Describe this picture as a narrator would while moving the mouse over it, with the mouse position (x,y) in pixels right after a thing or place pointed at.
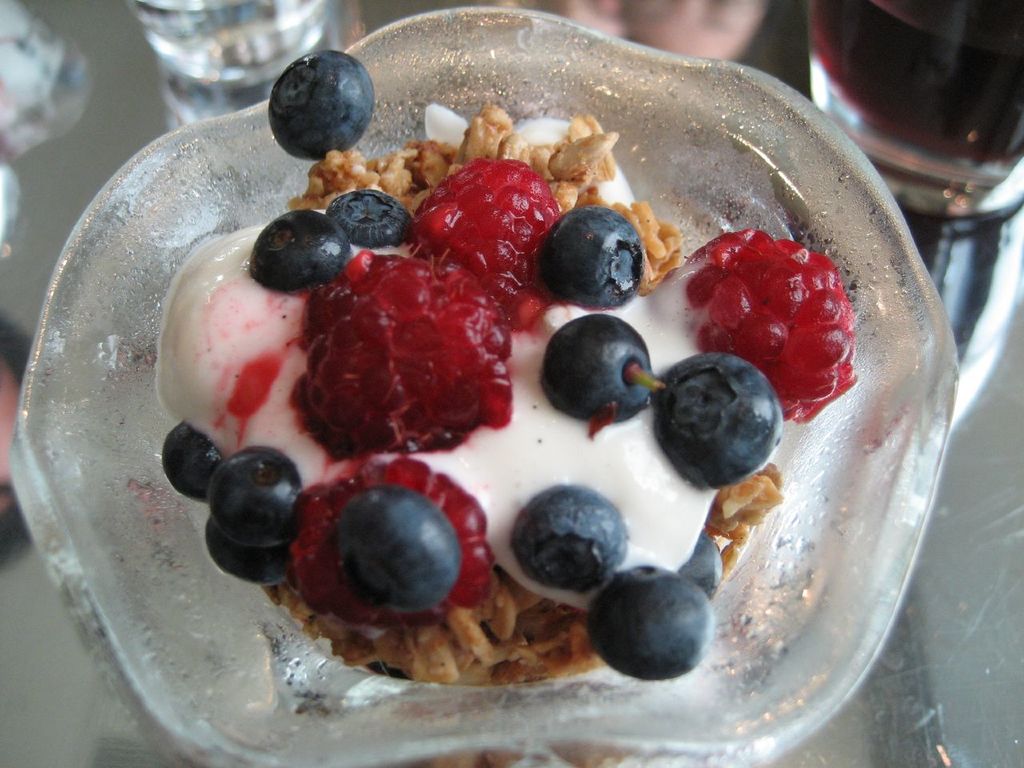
In this image there is a food item (409,409) in a bowl (159,598), behind that there are few glasses (1009,115) with drinks (849,85) in it, which are placed on a table (130,720).
